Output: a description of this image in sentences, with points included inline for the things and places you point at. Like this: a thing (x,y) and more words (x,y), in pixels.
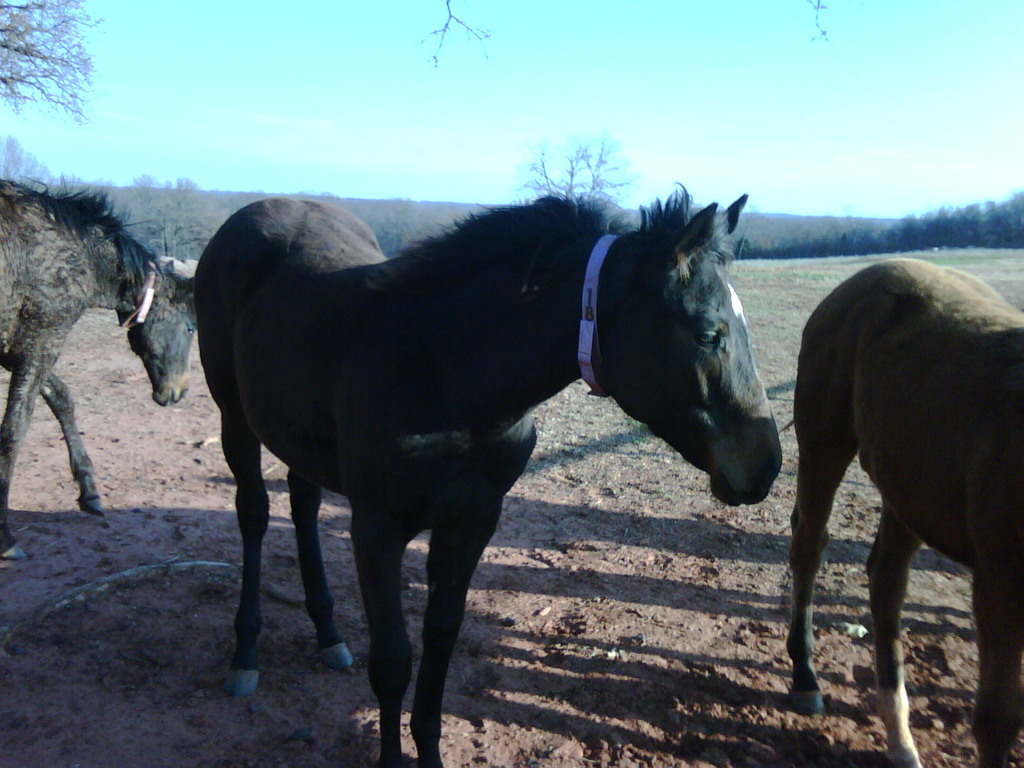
In this image there are three horses (536,388) standing on the ground (484,653). There is a belt (588,310) to their necks (573,301). In the background (829,229) there are trees (841,226). On the ground (699,690) there is sand (675,705). At the top (912,202) there is the sky (763,57).
